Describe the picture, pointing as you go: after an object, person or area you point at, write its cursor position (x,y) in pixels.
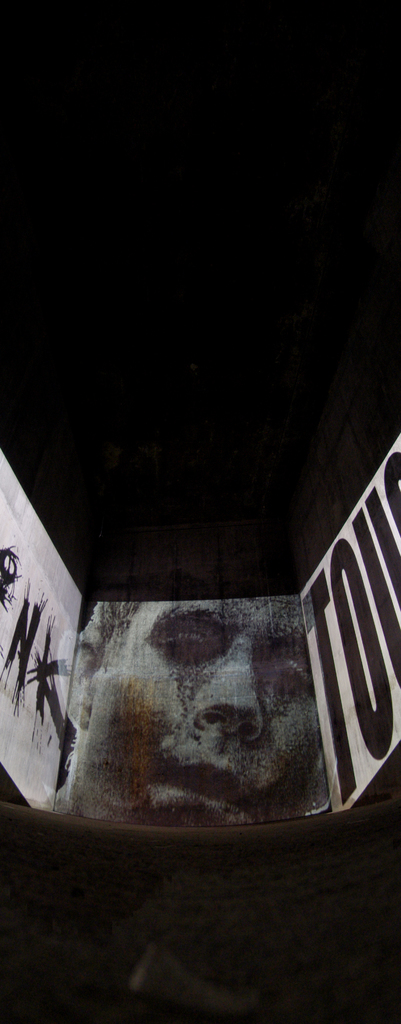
In this image we can see the picture (190,633) and some text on a wall (251,768).
